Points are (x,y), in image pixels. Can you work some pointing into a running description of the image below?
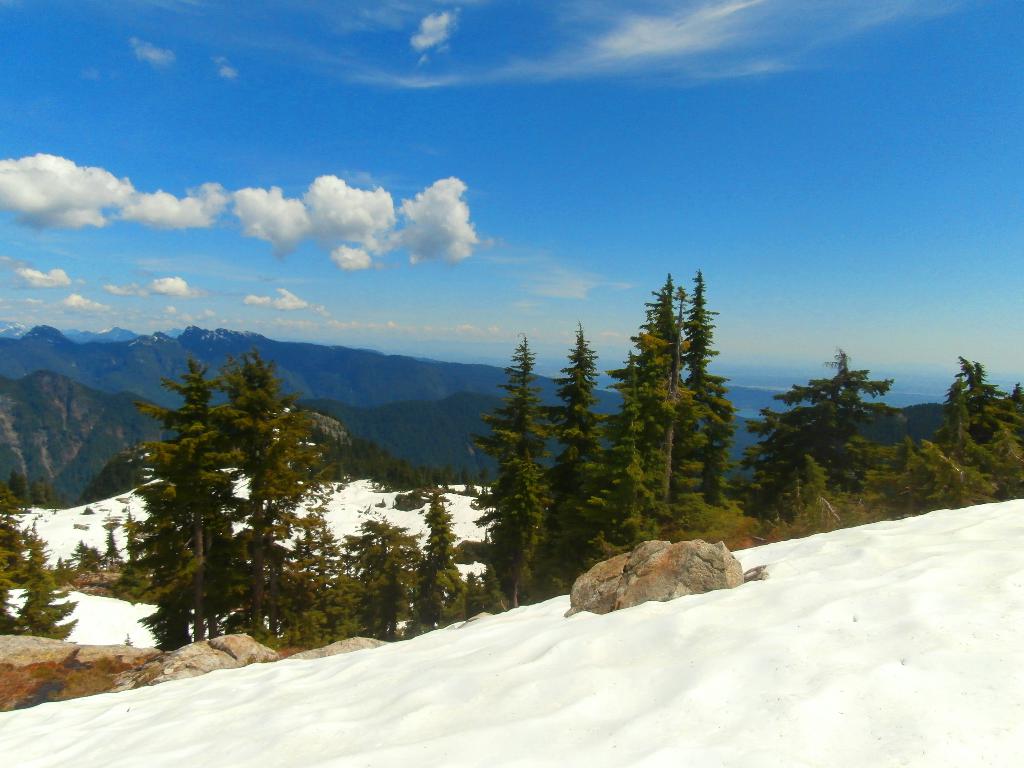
In the image there is a snow surface (642,644) in the foreground (616,750) and behind the snow surface (415,745) there are trees (330,472) and in the background (108,356) there are mountains (22,327).
